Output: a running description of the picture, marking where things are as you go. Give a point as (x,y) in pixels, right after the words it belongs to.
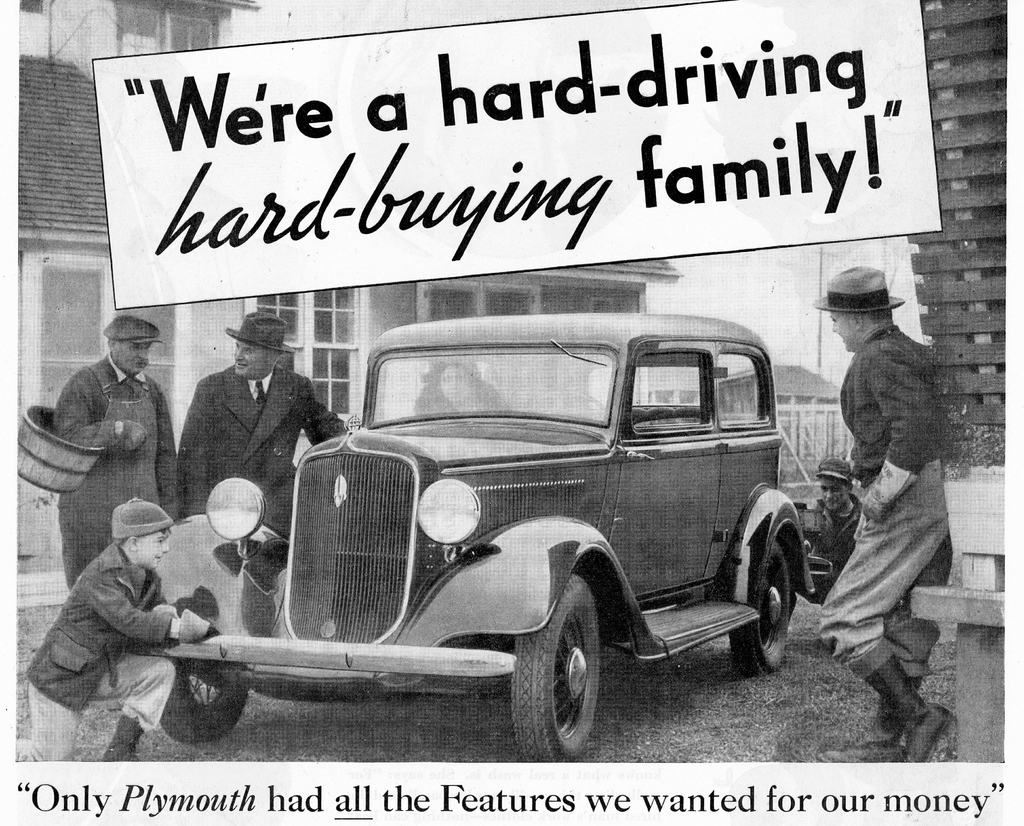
In this image I can see a vehicle (722,599) and number of people (102,587) around it. I can also see few people (146,612) are sitting and rest are standing. I can see all of them are wearing caps (276,345) and one man (159,340) is carrying a container (70,456).
